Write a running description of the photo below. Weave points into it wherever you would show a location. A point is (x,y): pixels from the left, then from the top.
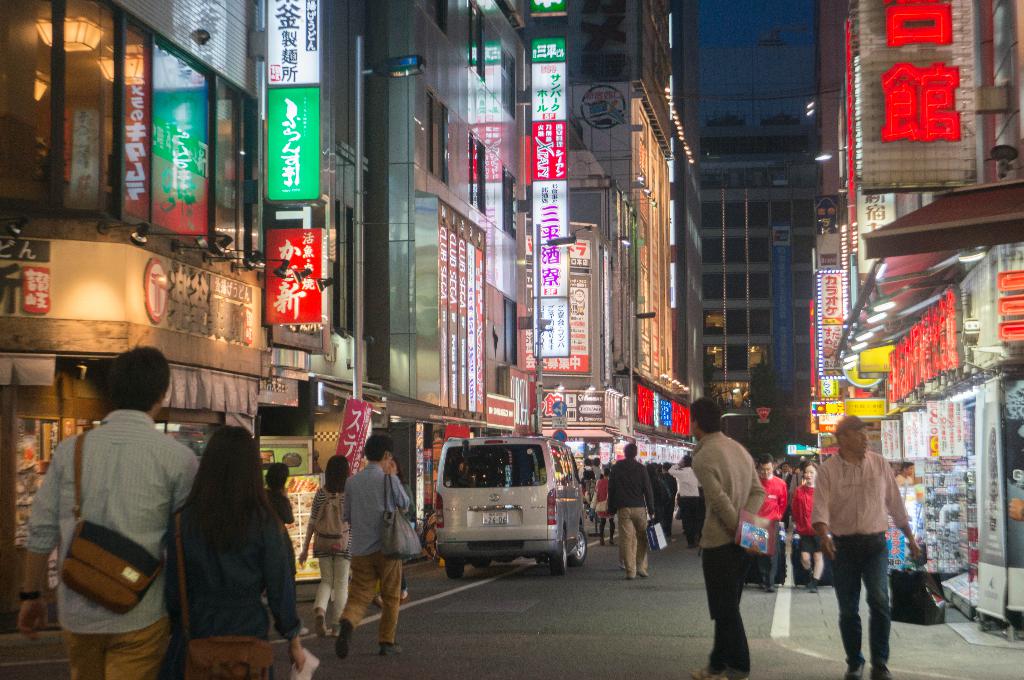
In this image I can see few buildings (400,428), glass windows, stores (309,432), banners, boards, lights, vehicles (495,474), few people (268,554) are walking and few (752,491) are wearing bags (656,524).
